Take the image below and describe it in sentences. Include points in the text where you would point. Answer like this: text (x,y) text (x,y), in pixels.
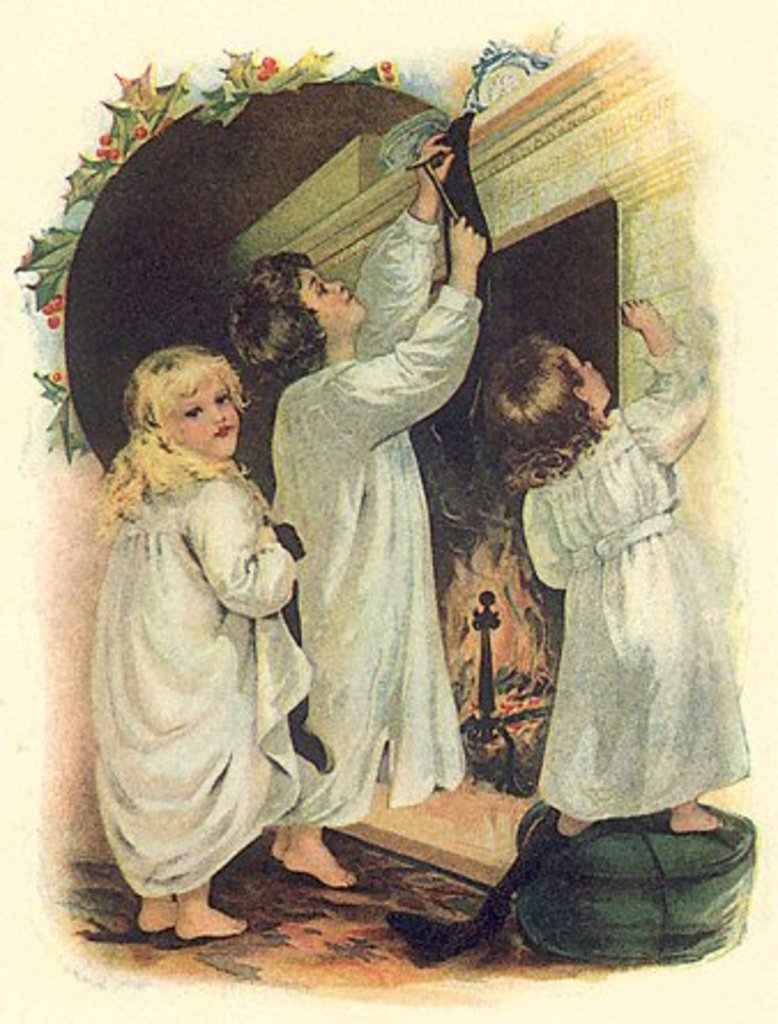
In this image we can see the picture of three children (565,832) standing beside a wall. In that a child (427,766) is holding a hammer (462,221).
